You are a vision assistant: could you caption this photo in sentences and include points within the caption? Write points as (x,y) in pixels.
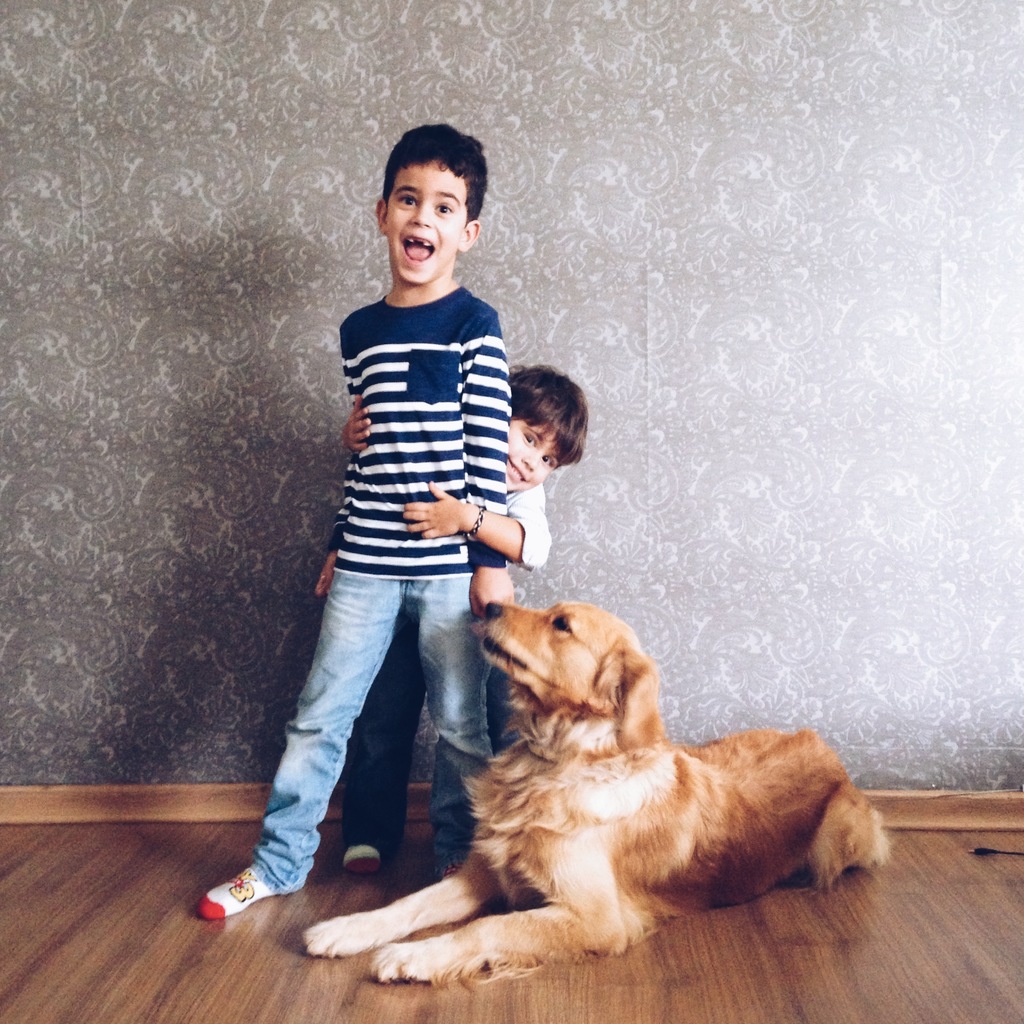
In the picture we can see two kids (567,382) standing together and there is a dog (470,868) which is resting on ground (726,945) and in the background of the picture (32,365) there is a wall (196,257).
